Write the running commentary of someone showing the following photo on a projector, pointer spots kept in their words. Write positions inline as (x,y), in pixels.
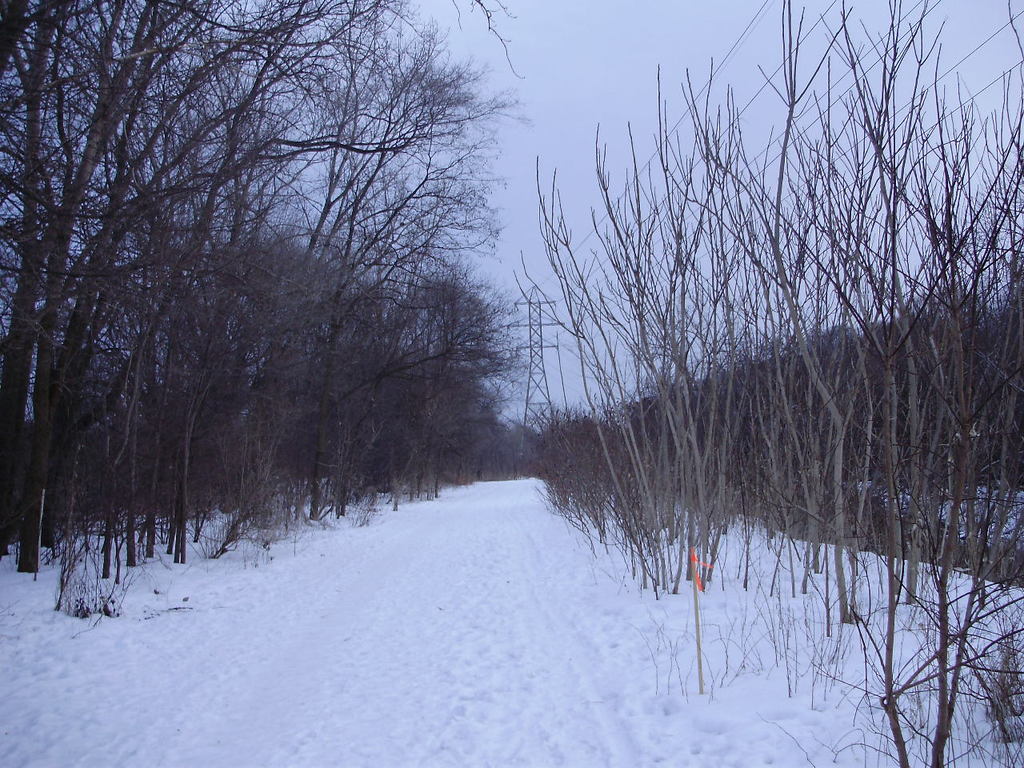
In this image I can see trees (804,272) and the sky (762,97) and power line cable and tower (540,325) visible.
